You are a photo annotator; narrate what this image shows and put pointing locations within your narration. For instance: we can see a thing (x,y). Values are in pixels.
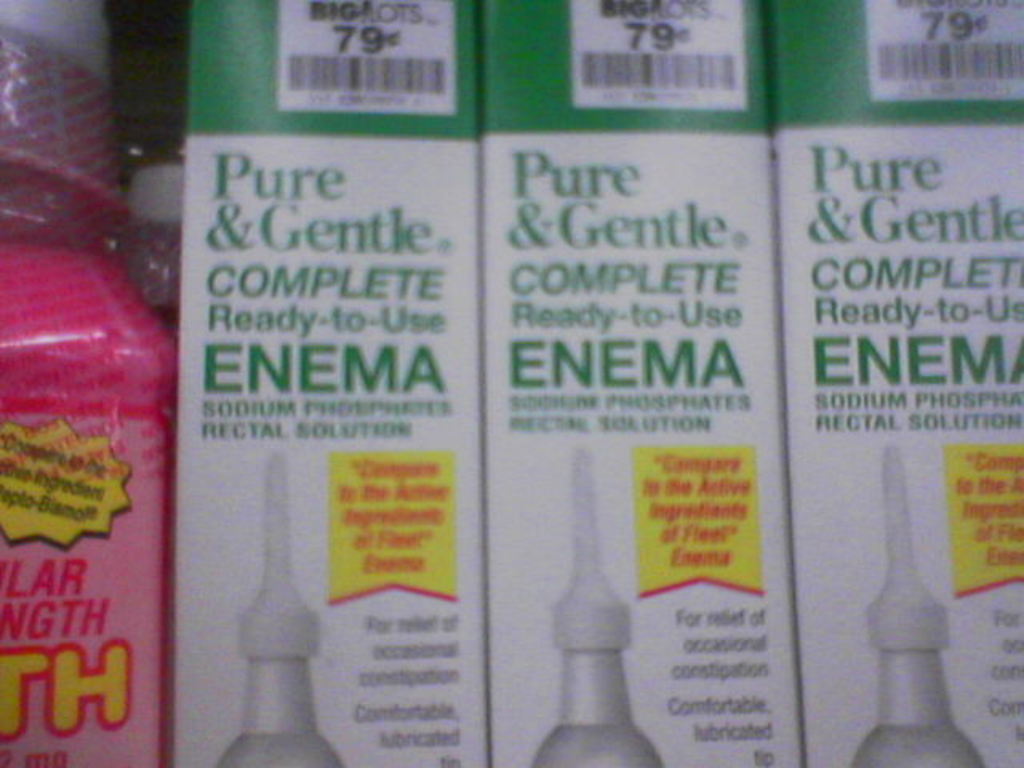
In this picture there is a pink color bottle (127,506) and there is a text (43,496) on the bottle (86,525). There are three boxes (640,253) and there is a text (349,411) and there are barcodes (404,73) on the boxes (503,337).
